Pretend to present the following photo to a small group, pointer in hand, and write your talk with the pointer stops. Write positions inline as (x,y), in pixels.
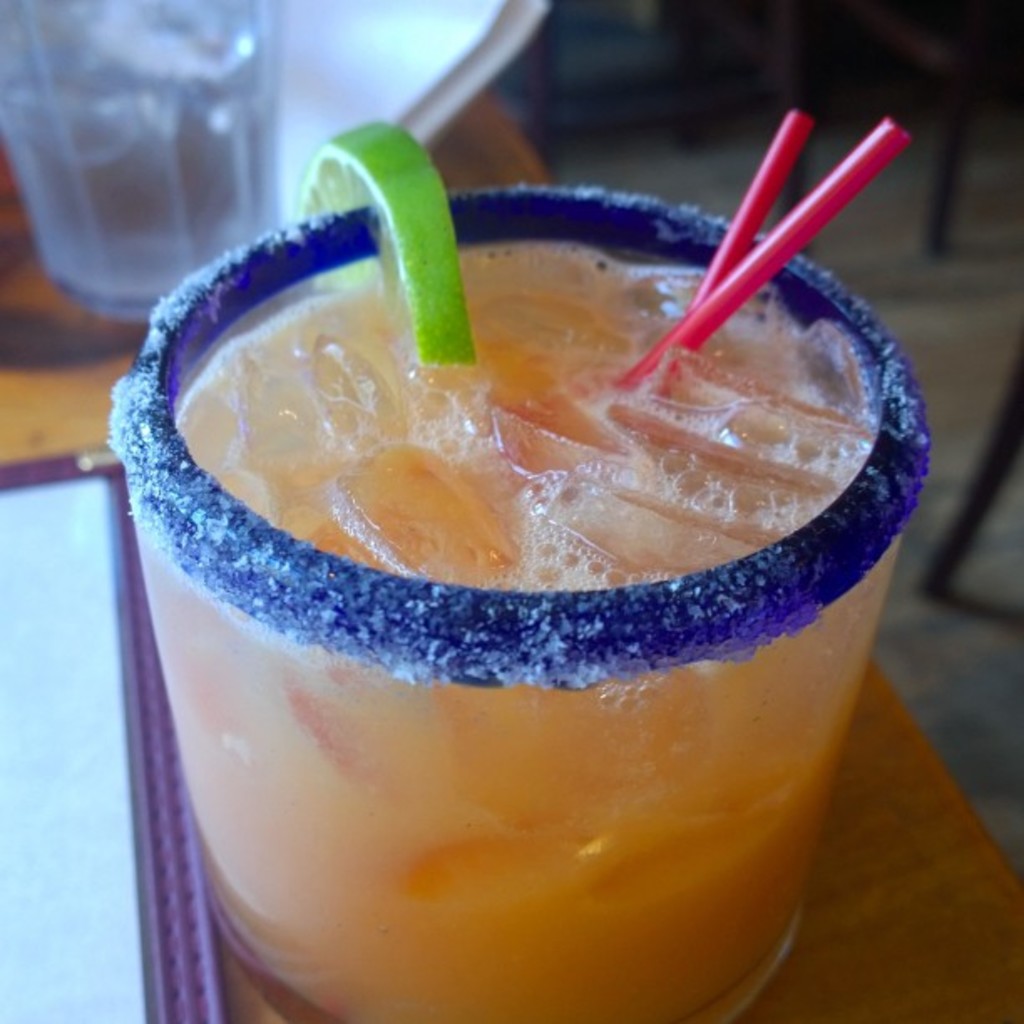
There is a glass (447,638) with juice (445,419), ice cubes (487,486), lime piece (440,268) and straws (733,308). And the glass (372,931) is on a table (959,903).
